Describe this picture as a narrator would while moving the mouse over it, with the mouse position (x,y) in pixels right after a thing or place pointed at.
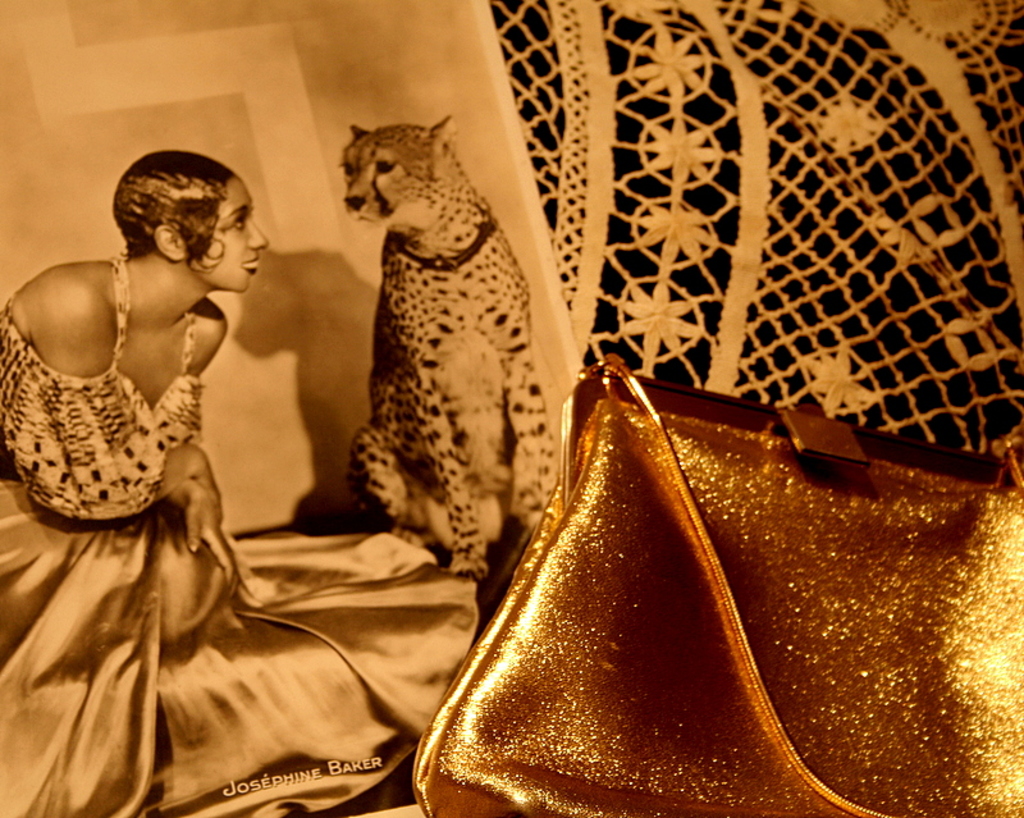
this picture shows a poster (13,508) of women (278,597) and a cheetah (533,466) and we see a woman's handbag (583,375) on the side.
